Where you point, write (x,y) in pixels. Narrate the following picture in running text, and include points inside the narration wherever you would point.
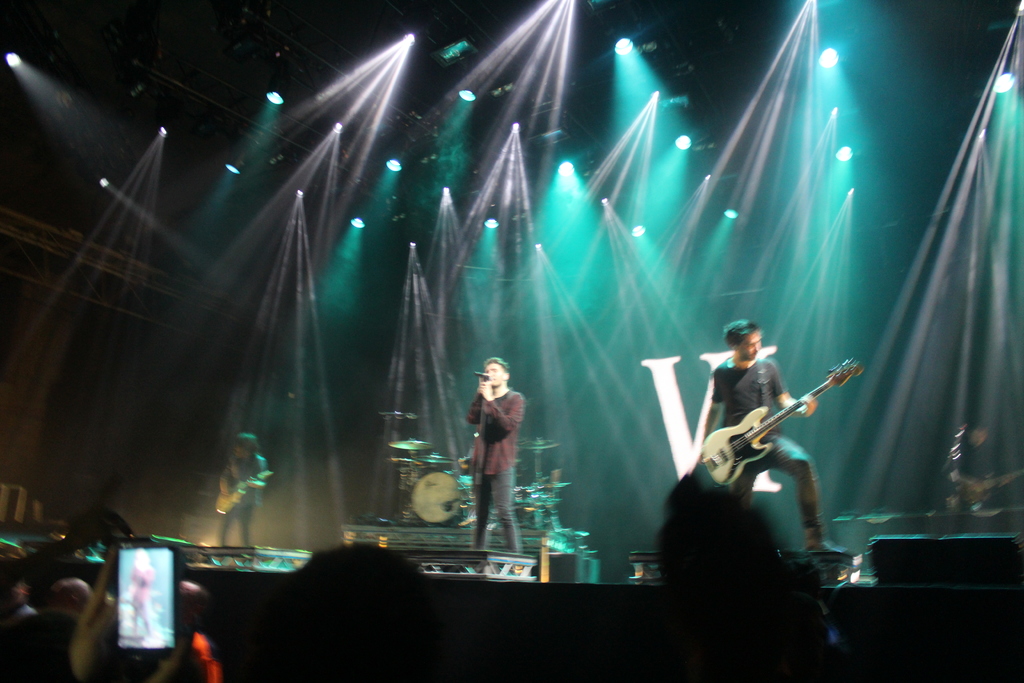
In this image I can see a stage (224,561) and on it I can see four persons (242,500) are standing. I can also see three of them are holding guitars (764,448) and one is holding a mic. In the front (774,618) I can see number of people (818,657) and I can see one of them is holding a phone (133,561). In the background (1013,157) I can see number of lights (340,82) and a drum set (395,411). I can also see something is written in the background (692,364).
